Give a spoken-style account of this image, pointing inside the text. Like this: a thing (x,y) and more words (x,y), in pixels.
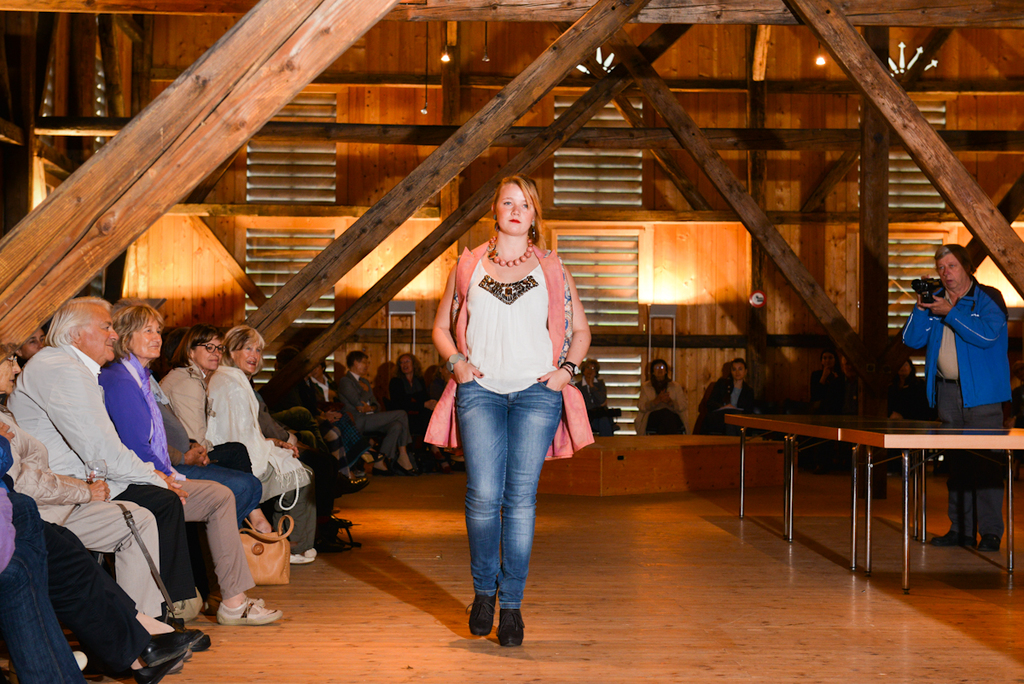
This is a picture taken in a house (608,199), there are the people (49,464) sitting on the chairs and here is the women (500,334) in white shirt (501,350) with blue jeans (497,500) walking on the wooden floor (679,629). Beside the women (515,432) there is a table (866,422) and there is a man (963,346) in blue coat (973,321) with holding a camera (924,292) and recording a video of the women (502,389) and this are wooden pillars (478,140).
